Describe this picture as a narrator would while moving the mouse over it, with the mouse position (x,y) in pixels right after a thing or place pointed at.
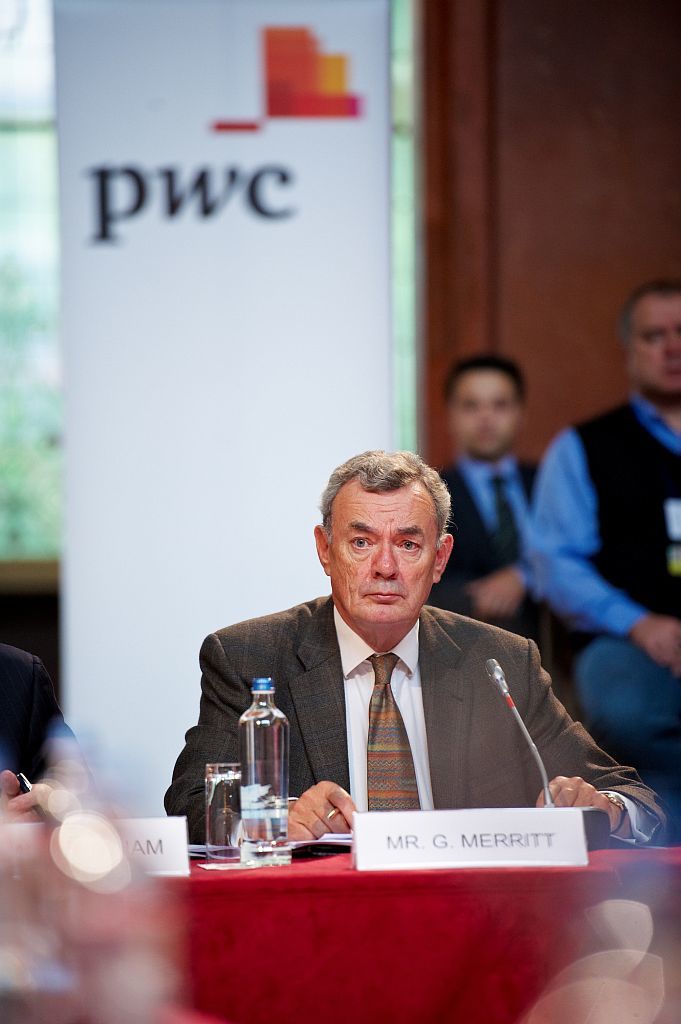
In the center of the image (346,596) we can see person (348,736) sitting at the table (525,917). On the table (533,868) we can see name board (540,834), mic (551,804), water bottle (279,733) and glass (239,801). In the background (674,631) we can see an advertisement (204,388), window (49,365), persons (643,454) and wall (467,331).
